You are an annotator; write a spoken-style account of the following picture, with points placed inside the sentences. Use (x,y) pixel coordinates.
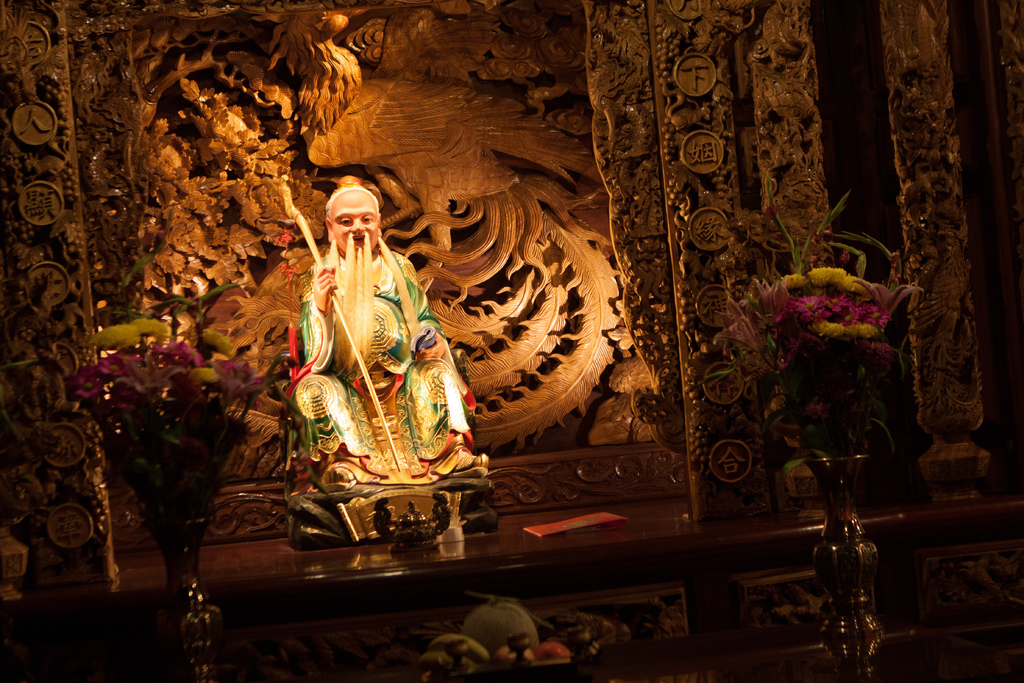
In this picture I can see there is an idol (330,544) and there is some sculpture (52,542) in the backdrop (496,119) and there are few flowers (786,325) at right side (864,306), there are fruits (512,639) at the bottom of the image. The rest of the image is a bit dark.
